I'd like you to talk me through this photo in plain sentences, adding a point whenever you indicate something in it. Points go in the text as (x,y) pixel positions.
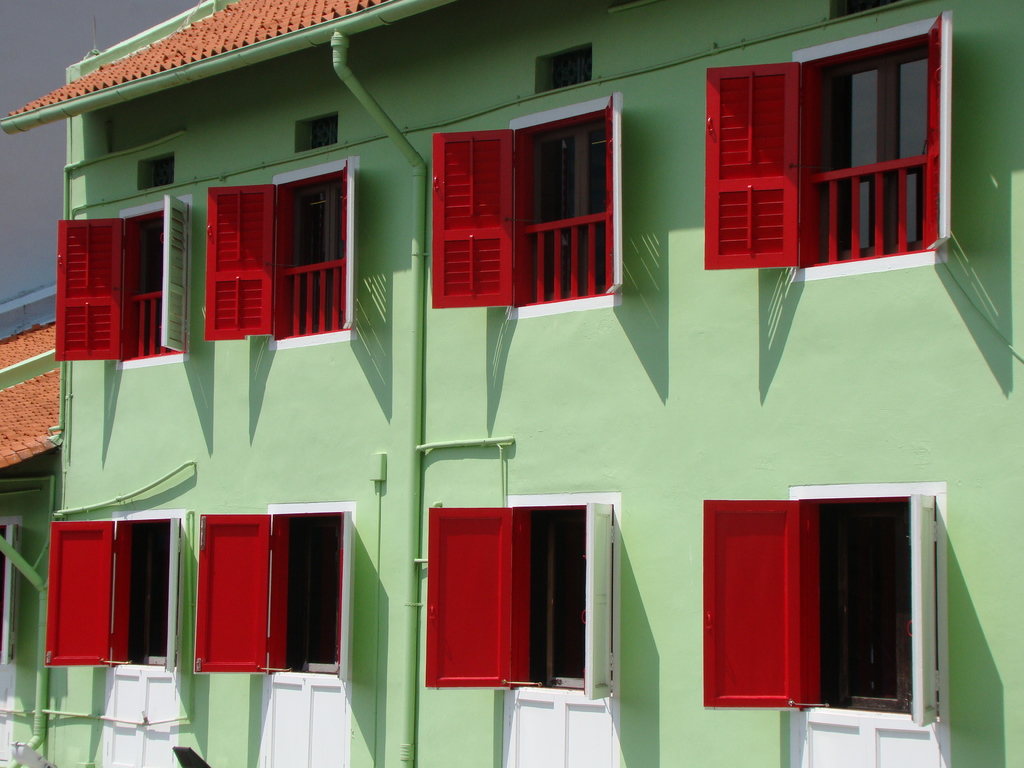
In this image I can see a building (588,177) along with the windows (491,642). The windows (498,637) are painted with red color and walls (270,424) with green color. There is a pipe (411,398) is attached to the wall (505,374).
